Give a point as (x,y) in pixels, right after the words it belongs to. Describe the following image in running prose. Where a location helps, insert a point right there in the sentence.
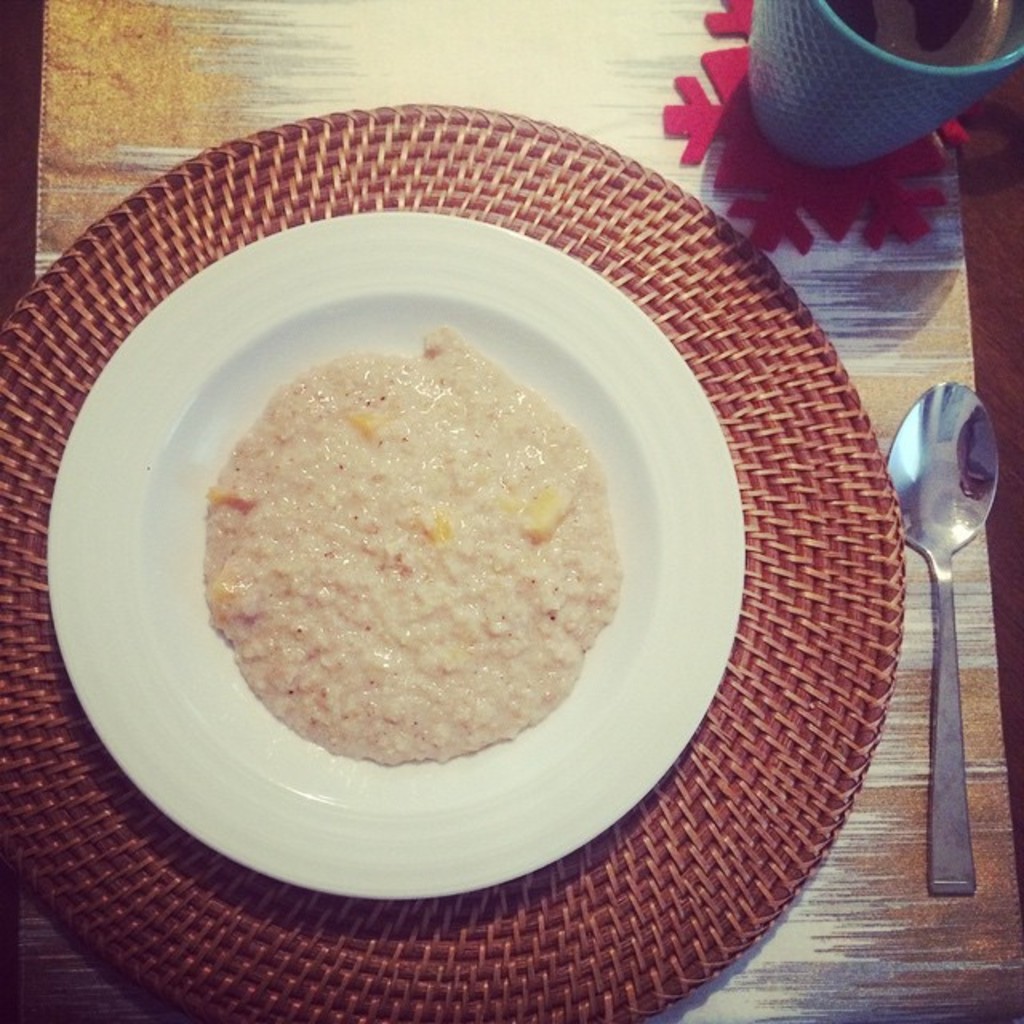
On a table (924,778) there is a food item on a plate (305,357). There is a spoon (953,749) and a mug (862,94) which has drink (908,46).
